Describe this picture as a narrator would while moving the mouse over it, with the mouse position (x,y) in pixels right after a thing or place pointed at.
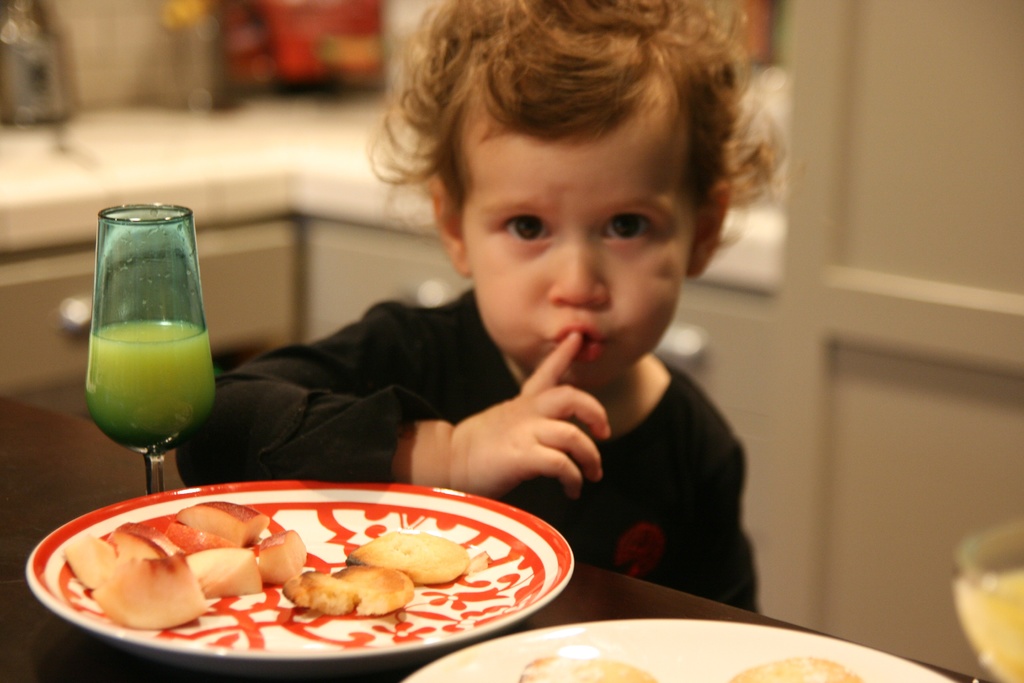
In this picture I can observe a kid (512,299) wearing black color T shirt (401,377) in front of a table (43,629). I can observe some fruits (211,543) and a glass of juice (149,364) placed on the table (431,659). In the background (248,162) there is a desk (209,148) and some kitchen accessories (51,78) placed on the desk (308,167).
